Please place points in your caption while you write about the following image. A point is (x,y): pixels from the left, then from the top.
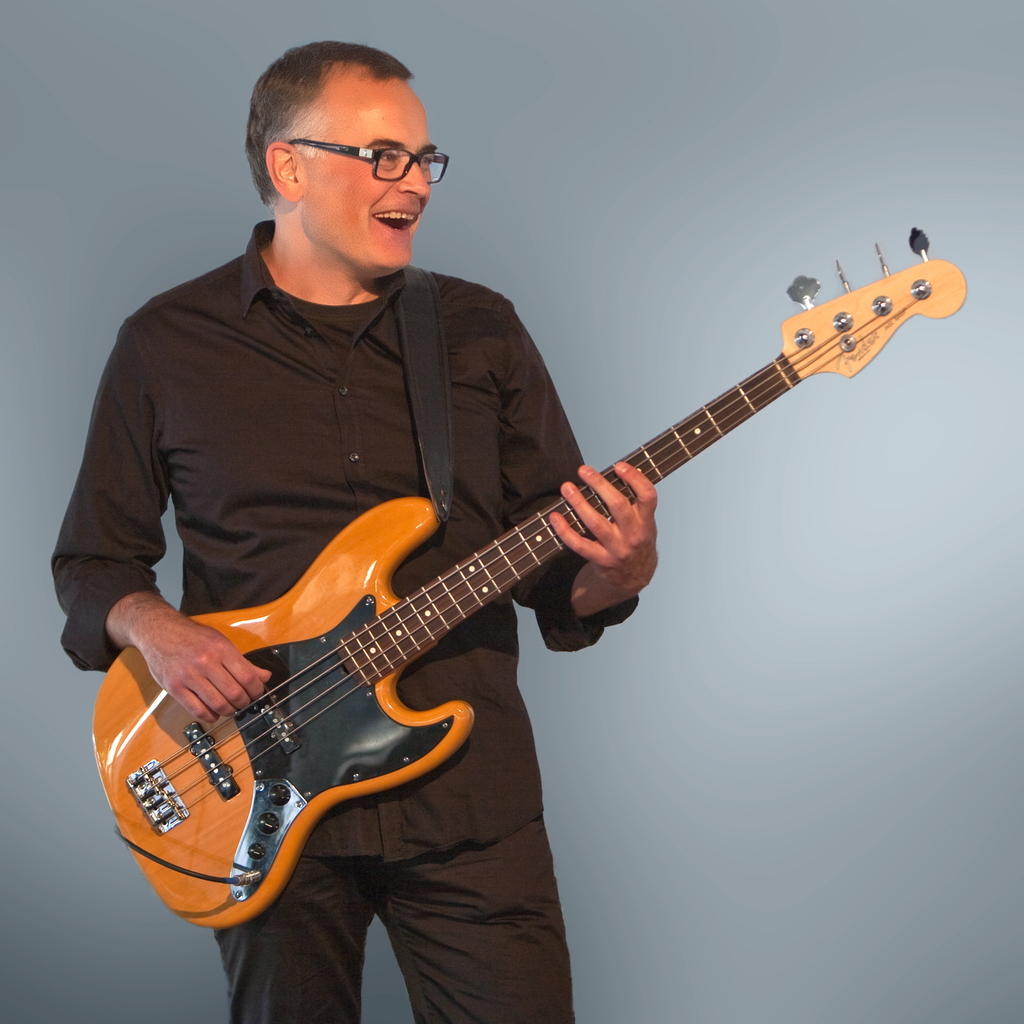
This image consist of a man (89,626) playing guitar (195,916). He is wearing black dress (393,382). In the background (977,532), there is blue color.
